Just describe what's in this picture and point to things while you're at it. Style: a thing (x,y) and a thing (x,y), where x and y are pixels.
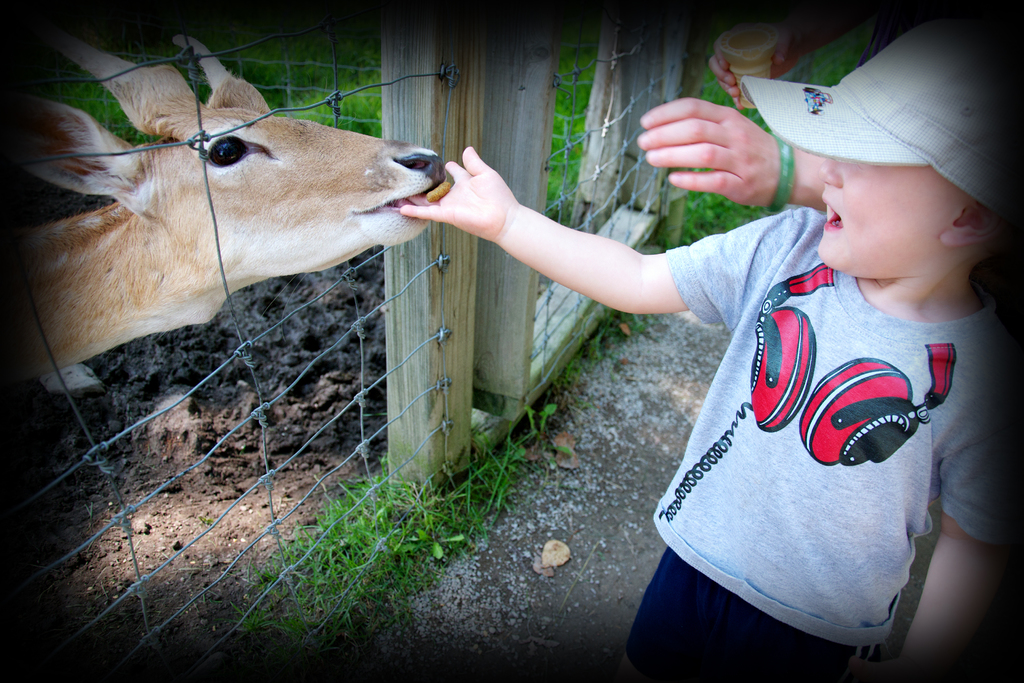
In the image we can see there is a kid (870,297) standing and he is feeding deer (416,197). The deer (329,223) is standing on the ground (64,197) behind the iron fencing (240,370). The ground (343,582) is covered with grass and there is a person (859,19) holding juice glass (763,44) in her hand (775,59).
